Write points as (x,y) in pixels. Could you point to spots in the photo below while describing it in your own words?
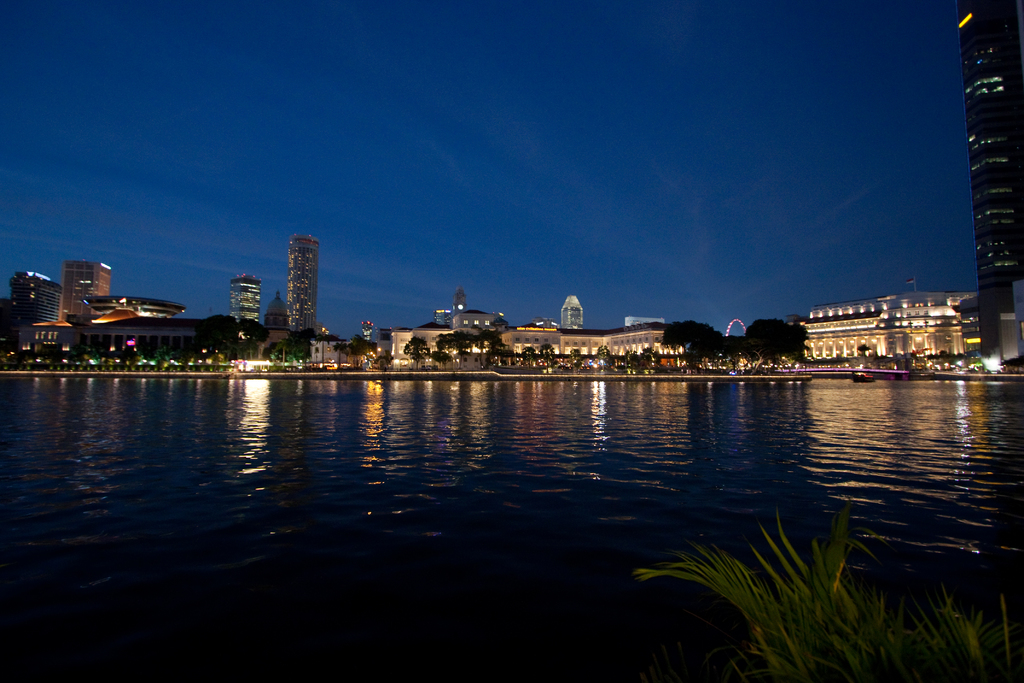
In this image I can see few buildings (811,338), trees (767,333), lights (739,321) and the water (525,496). The sky (543,180) is in blue color.
